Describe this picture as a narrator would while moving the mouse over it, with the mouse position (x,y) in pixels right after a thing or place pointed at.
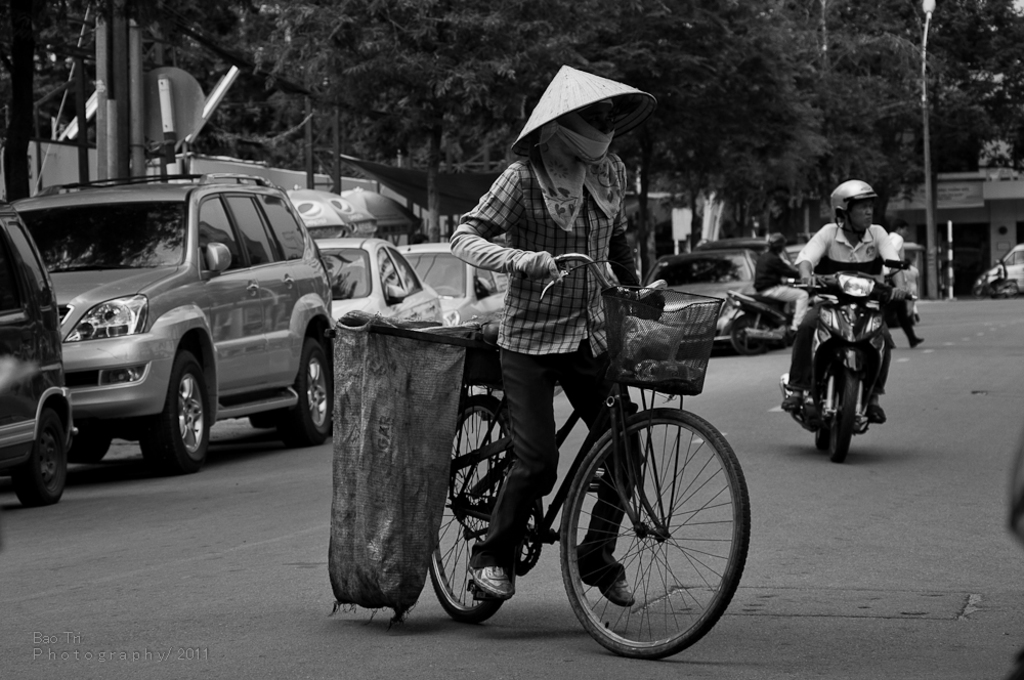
In this image I can see few people (537,174) where one is with his cycle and rest all are on their bikes (821,309). In the background (348,300) I can see number of vehicles (19,391), trees (455,122), a street light (927,65) and few buildings (972,192).
